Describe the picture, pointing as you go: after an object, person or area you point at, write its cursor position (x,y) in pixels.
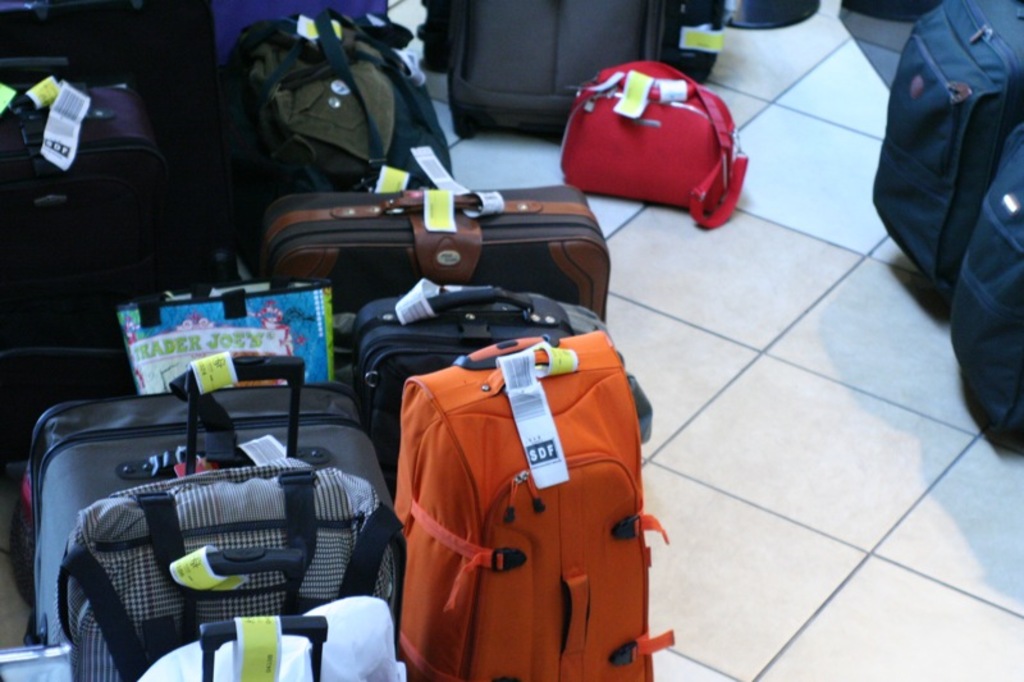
In the image we can see there are luggage bags (510,581) on the floor (729,91).
